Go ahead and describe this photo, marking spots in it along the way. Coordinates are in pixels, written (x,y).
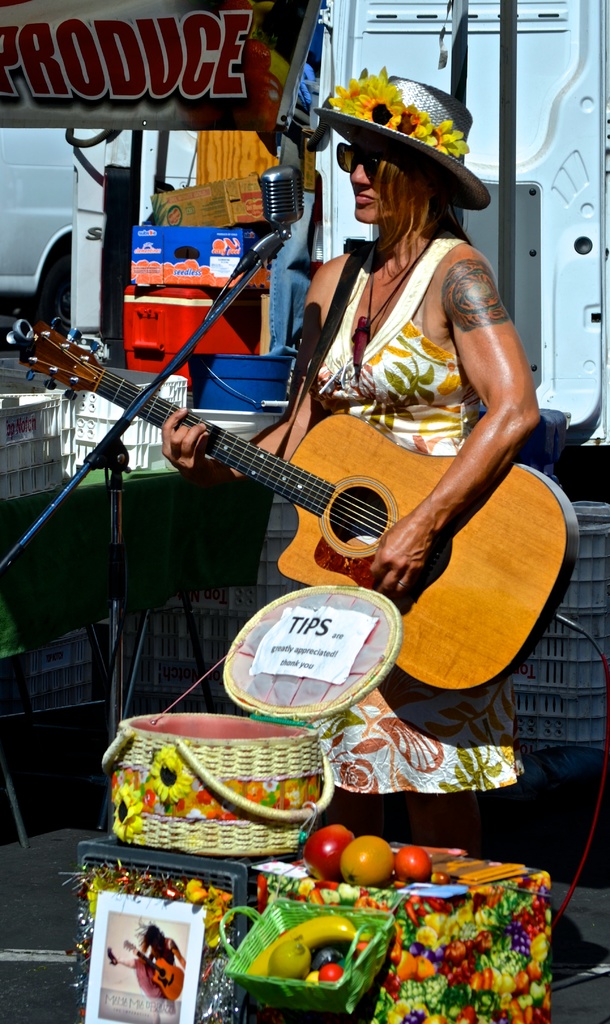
In the image we can see there is a woman (427,517) who is holding a guitar (501,605) in her hand (412,557) and in front of her there are baskets (364,968) which are filled with fruits (312,975).
